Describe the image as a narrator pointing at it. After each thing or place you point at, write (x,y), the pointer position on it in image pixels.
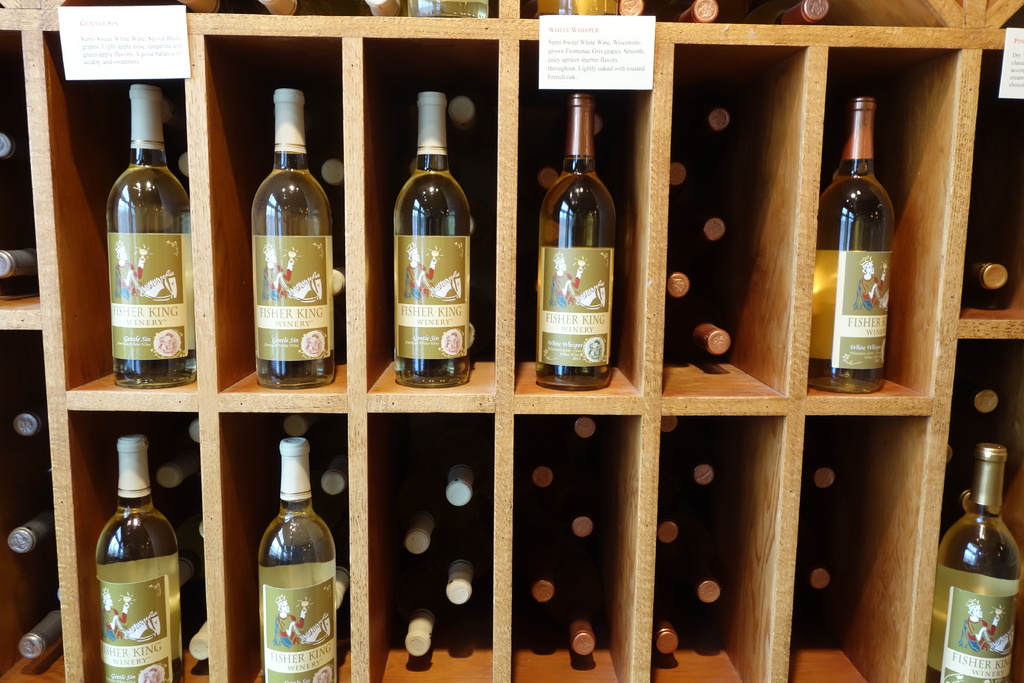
In this image I see number of bottles (950,670) in the racks (50,85) and I see 3 papers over here.
